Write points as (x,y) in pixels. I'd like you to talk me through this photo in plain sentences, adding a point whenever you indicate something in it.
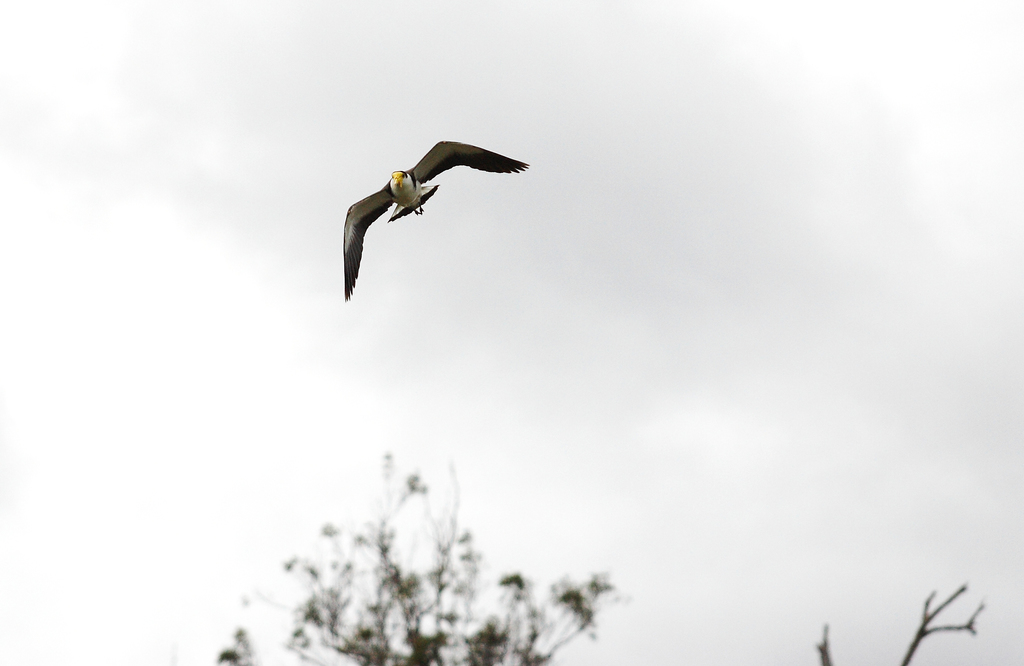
In the picture I can see a bird (356,239) is flying in the air (448,241). The background of the image (293,168) is blurred, where we can see trees (538,616) and the cloudy sky (852,377).
